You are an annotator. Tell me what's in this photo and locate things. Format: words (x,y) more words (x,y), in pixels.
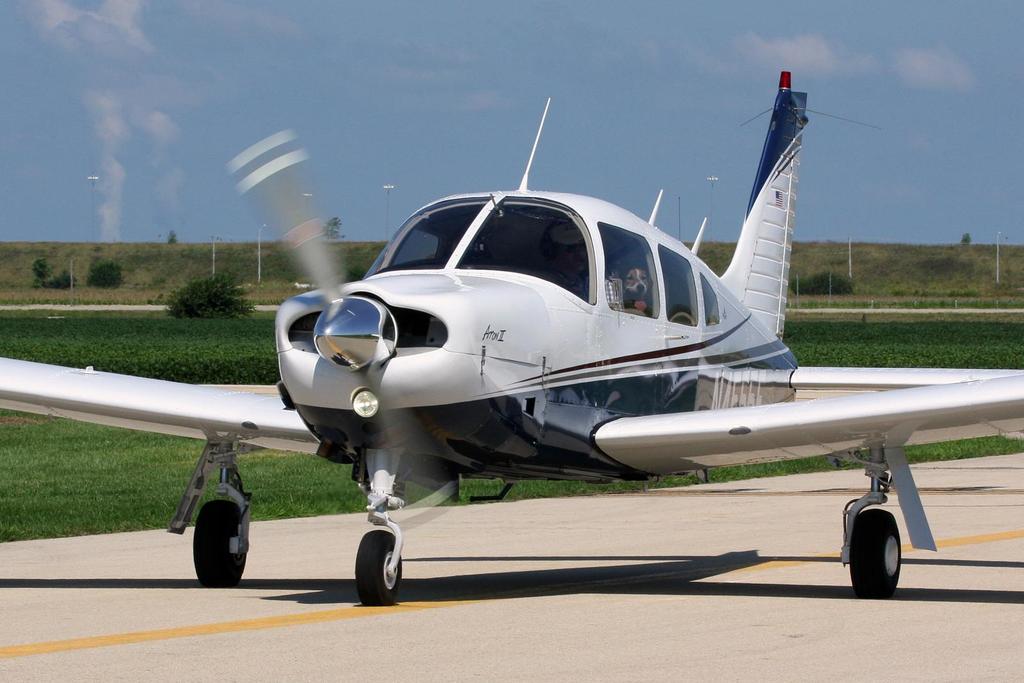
In this image there is an aircraft (419,482) on the runway (492,516). In the background (180,315) there are trees (220,286). On the ground (112,430) there is grass (96,477). At the top (444,90) there is the sky (420,62). There are few white color poles (997,266) on the ground (915,266).
